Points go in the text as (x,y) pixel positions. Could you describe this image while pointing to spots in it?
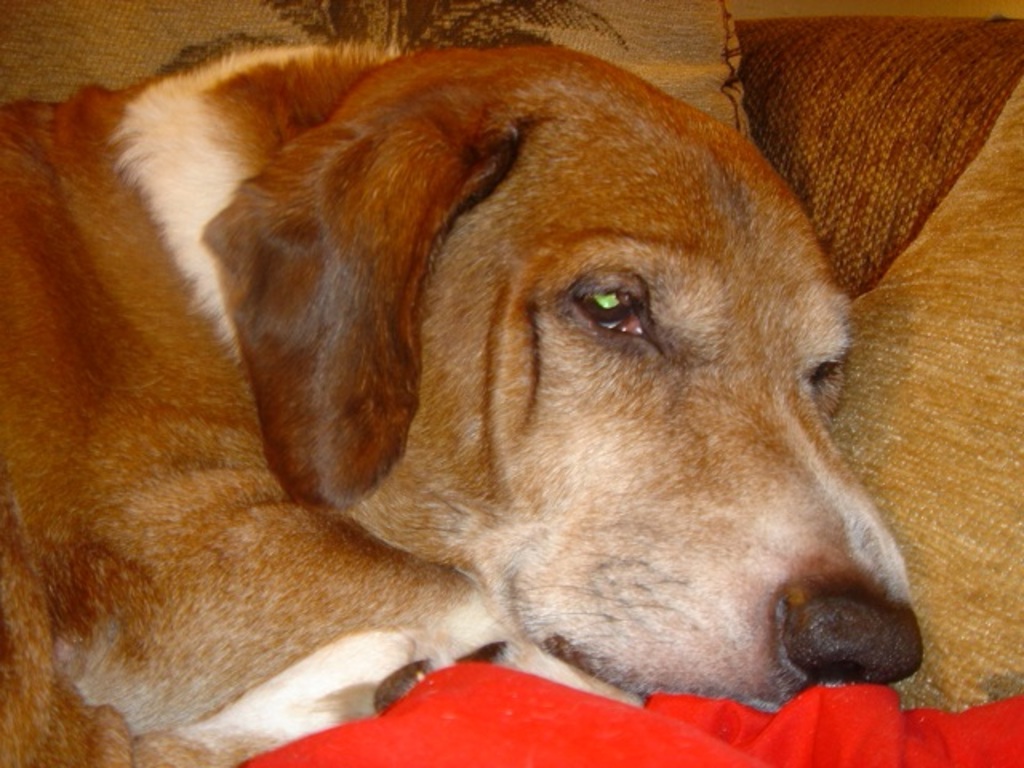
In this image, we can see a dog (571,95). We can see some objects (955,220). Among them, we can see a red colored object (573,744) at the bottom (593,717).
